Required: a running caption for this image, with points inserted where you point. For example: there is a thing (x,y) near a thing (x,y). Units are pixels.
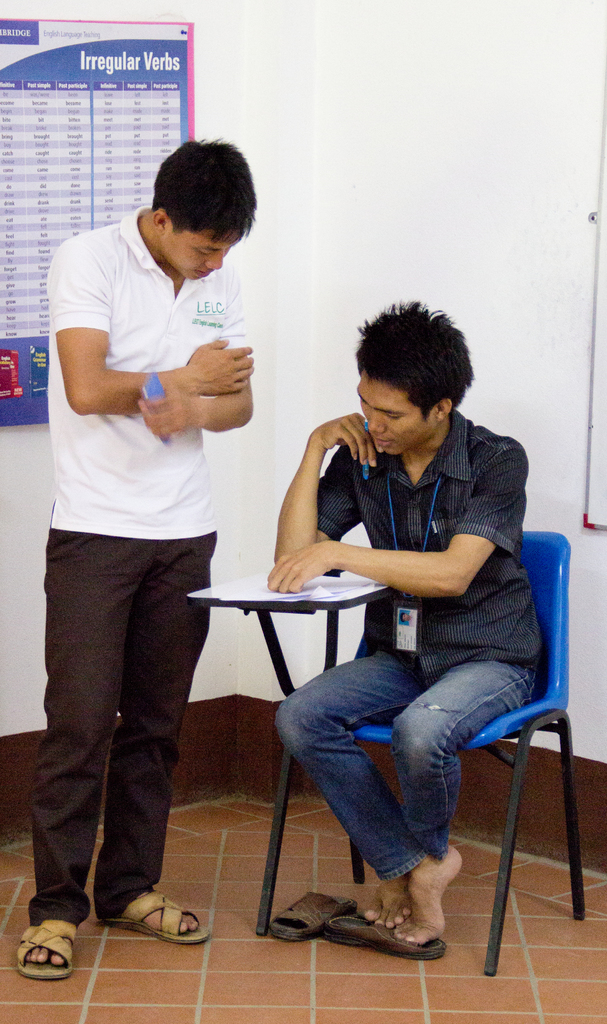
In the image we can see there is a man (199,178) who is standing and another man (405,523) is sitting and wearing id card (412,635) and on the table (380,594) there are papers (355,592).
